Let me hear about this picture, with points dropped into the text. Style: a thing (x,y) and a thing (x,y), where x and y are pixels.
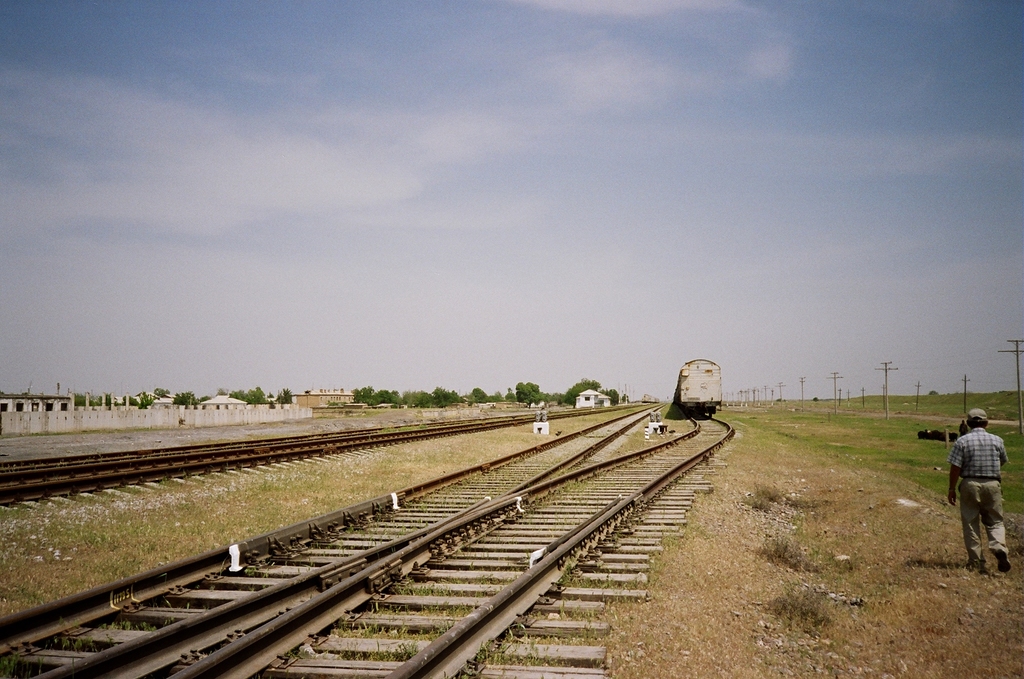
There is a train (696,408) on the track (491,572), a man (992,508) is walking, there are trees (392,402) and tracks (374,524), this is grass (902,422) and a sky (562,186).
